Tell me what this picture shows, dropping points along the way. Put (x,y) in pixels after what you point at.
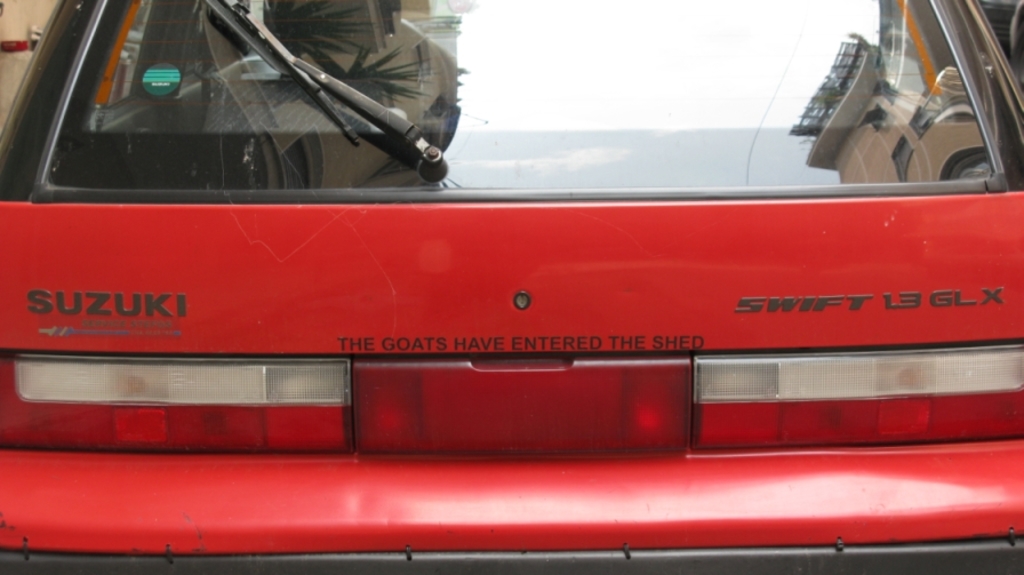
In this image I can see the car (429,317) which is in red color. I can see the name Suzuki (63,308) is written on it.
